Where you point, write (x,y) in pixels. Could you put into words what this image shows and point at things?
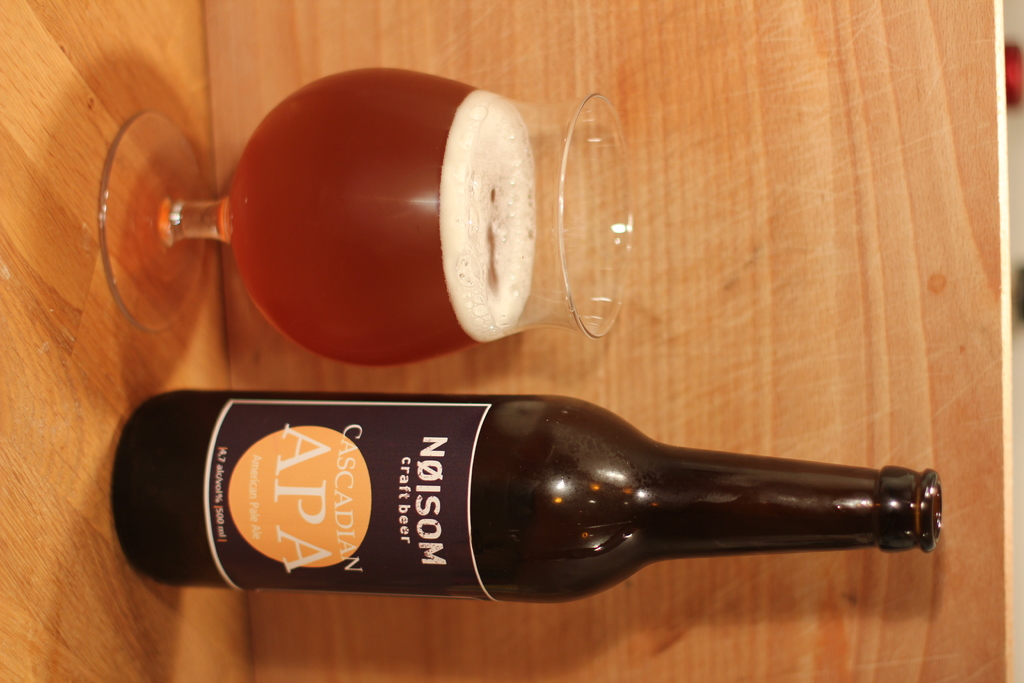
In the image there is a black color bottle (294,523) and the label (381,436) of the bottle (357,502) is also black color and it is written as "NOISOM" on the bottle (434,432), to its left side there is a glass (356,139) and there is some drink (320,302) inside the glass (360,230), both of them are placed on a wooden background (908,140).
